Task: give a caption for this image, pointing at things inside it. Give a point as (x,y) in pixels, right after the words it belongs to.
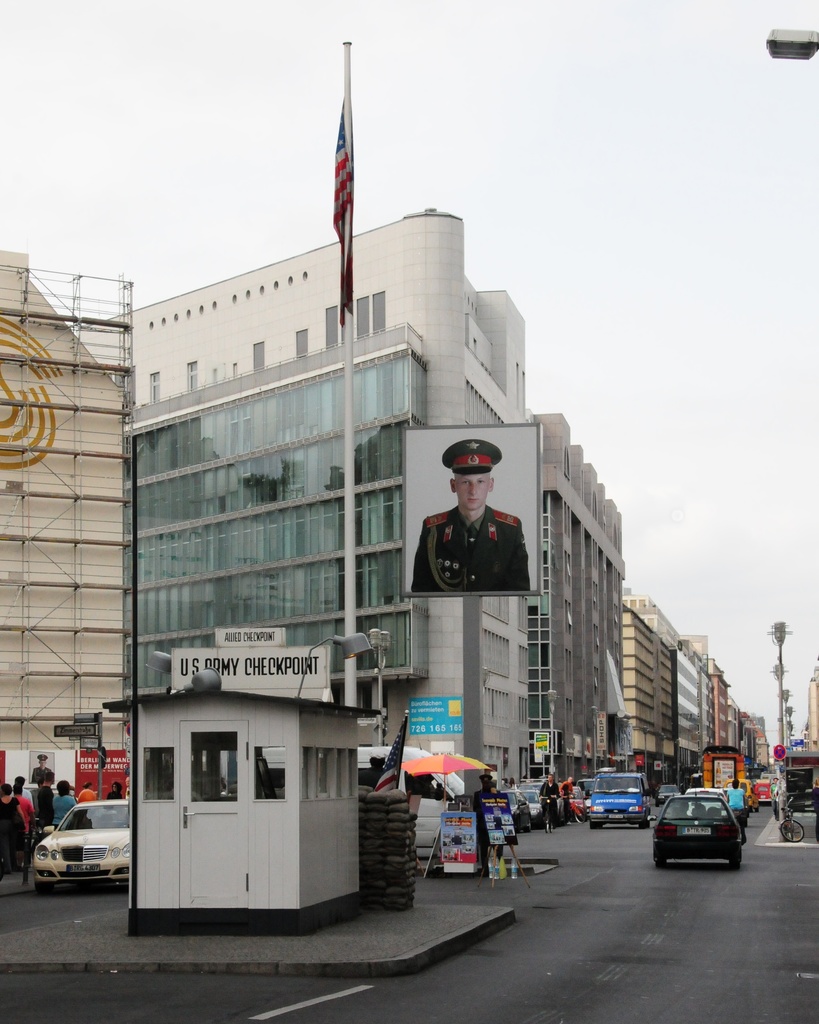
In this picture I can see buildings (339,596) and few cars (670,846) and I can see few people (45,824) standing and few are sitting and I can see an umbrella (443,757) and few boards (437,727) with some text (467,820) and I can see a flag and picture (477,482) of a man (464,558) on the board (436,508) and I can see few pole lights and a cloudy sky (526,301).
